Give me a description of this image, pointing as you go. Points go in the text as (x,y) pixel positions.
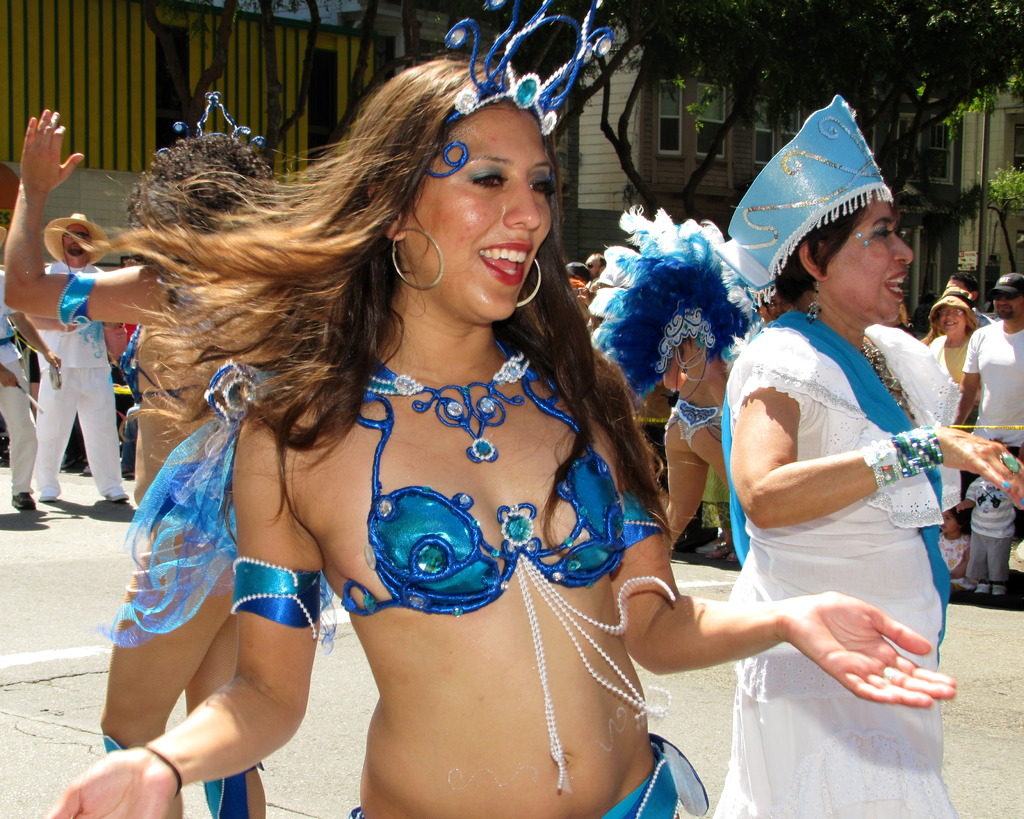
In this image there are few people (544,511) dancing on the road (49,519), behind them there are few people (39,466) walking. In the background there are few spectators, buildings (668,191) and trees (913,100).
